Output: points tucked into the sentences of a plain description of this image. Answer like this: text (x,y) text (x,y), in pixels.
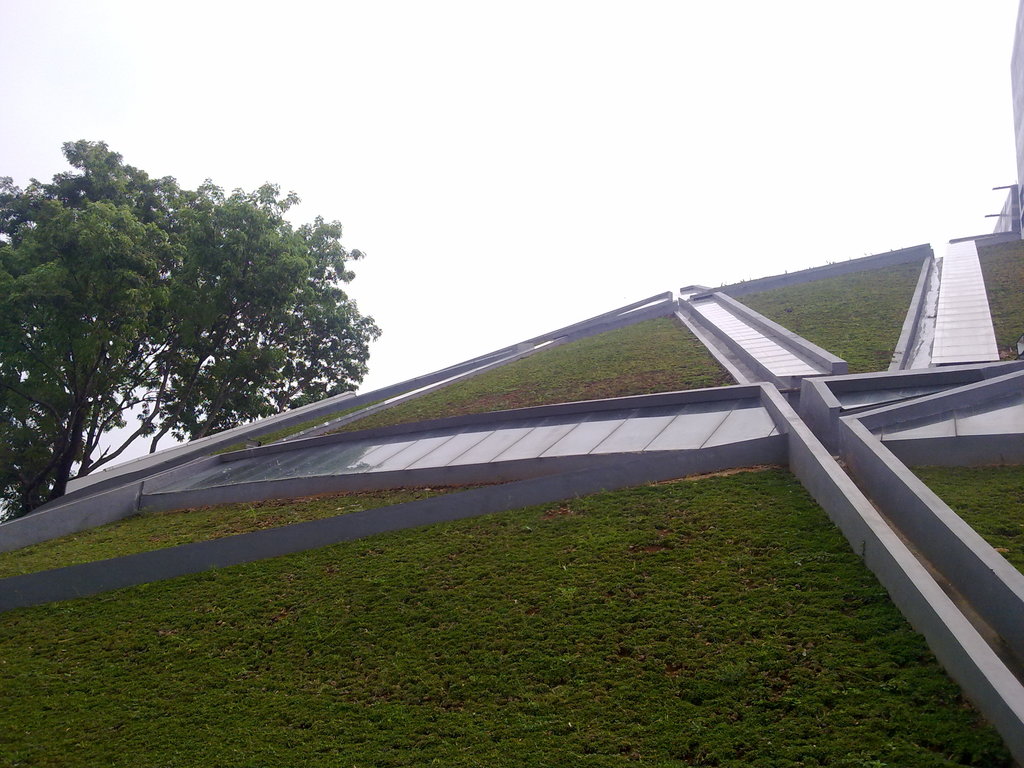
In this image there is an architecture (463,425), on the left side (66,398) there is a tree (145,412), in the background (805,192) there is the sky (689,182).
